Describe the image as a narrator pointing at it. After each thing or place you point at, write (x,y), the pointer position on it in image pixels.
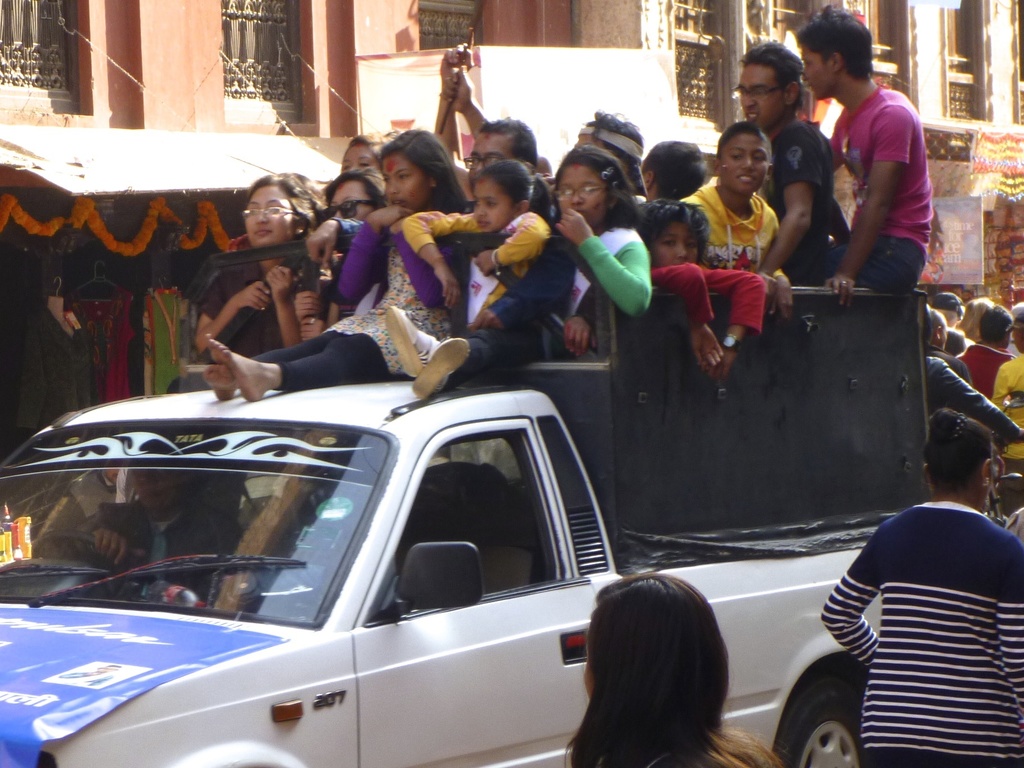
Here we can see some persons (507,341) on the vehicle (502,537). This is banner (68,665) and there is a door (510,675). Here we can see some buildings (930,84). And this is wall (975,232). There are flowers (13,215) and dresses (150,357).
